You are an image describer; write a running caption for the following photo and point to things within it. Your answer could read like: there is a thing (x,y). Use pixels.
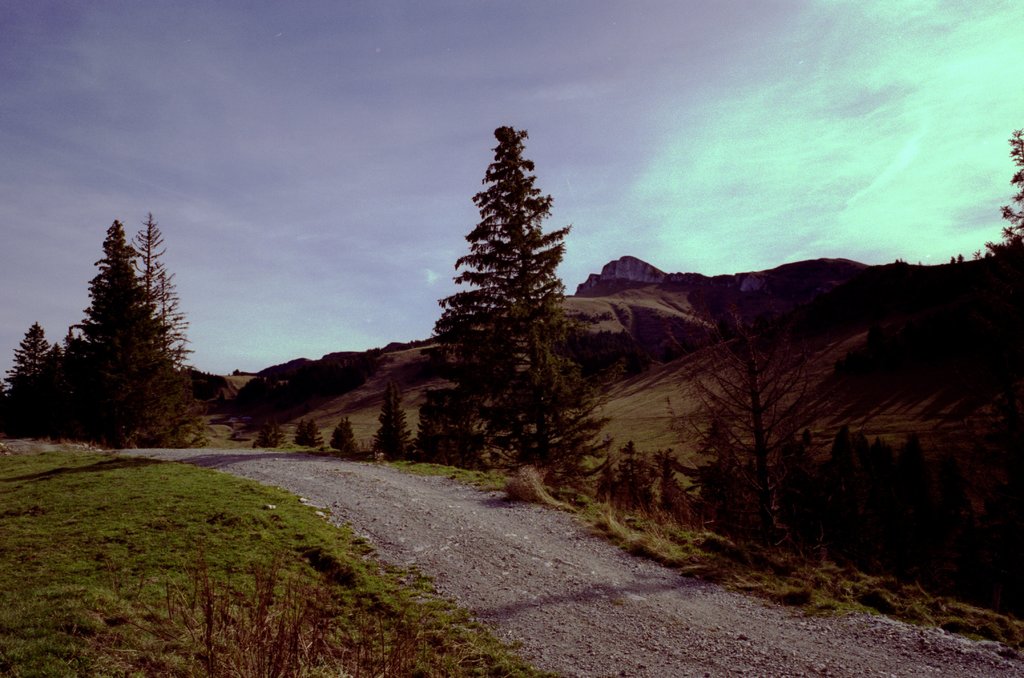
In this picture we can see grass (268,498), trees (539,313) and rocks (624,272).
